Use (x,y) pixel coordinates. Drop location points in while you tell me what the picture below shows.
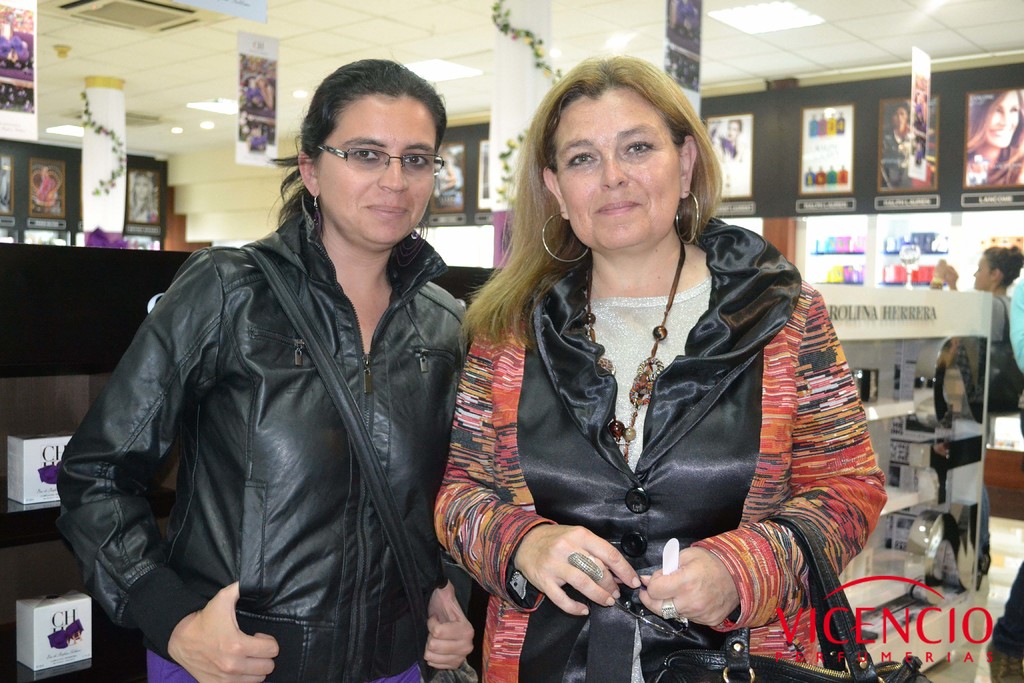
In the left side (330,88) a woman (376,113) is standing, she wore a black color coat (317,469), in the right side (703,589) another woman (690,454) is there, she's smiling.
